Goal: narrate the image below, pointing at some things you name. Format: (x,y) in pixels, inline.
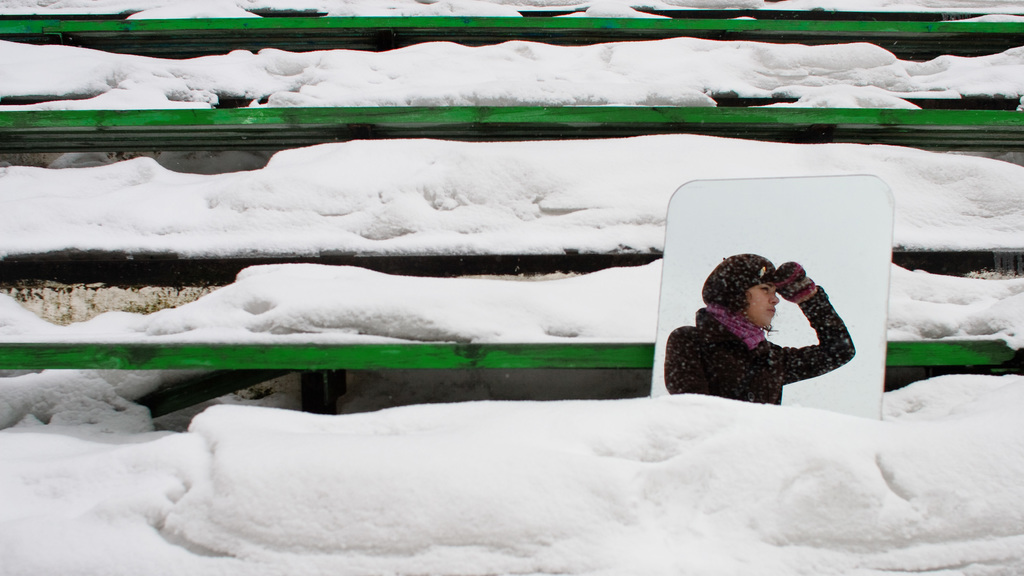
In the foreground of this image (814,362), there is a mirror (761,335) in which there is a woman (769,360). Around it, there is snow (441,210) and it seems like green benches (329,356).
